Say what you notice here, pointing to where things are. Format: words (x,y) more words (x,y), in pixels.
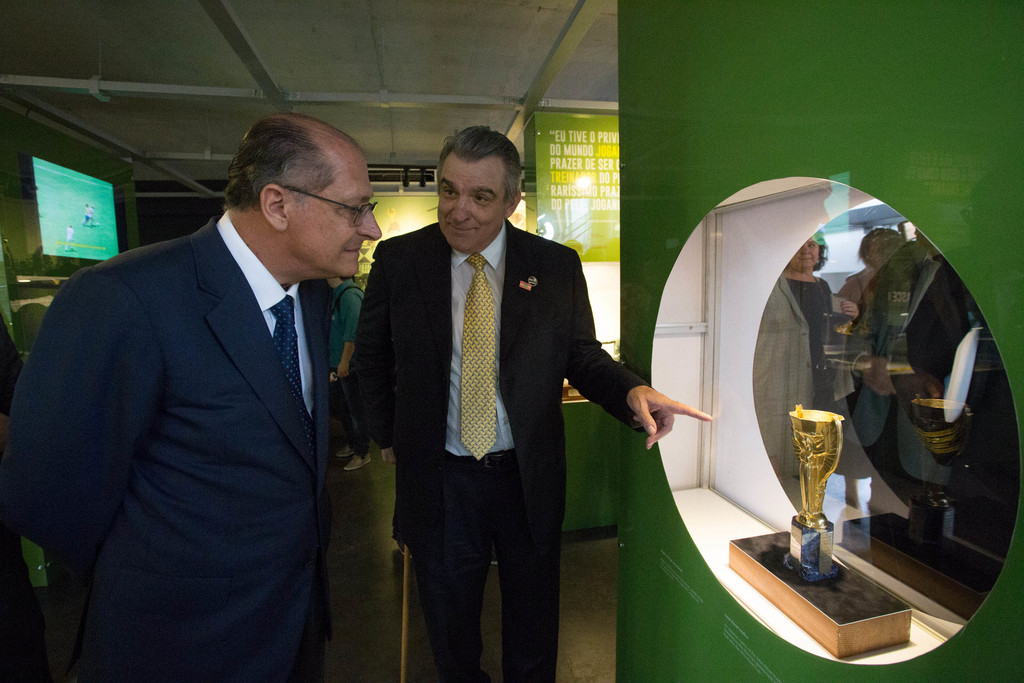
In this picture there are people (452,388) standing. There is a cup (816,526) which is kept on the shelf (769,582) on the right side (795,532) and there are banners (574,187) with some text (573,199) written on the banners (580,197). In the front (257,465) there are two persons (395,457) standing and smiling. On the right side (942,382) behind the glass (865,355) there are persons (907,326) standing. On the left side (80,206) there is a TV (75,222) which is on. On the top (92,86) there are white colour objects (282,88).
